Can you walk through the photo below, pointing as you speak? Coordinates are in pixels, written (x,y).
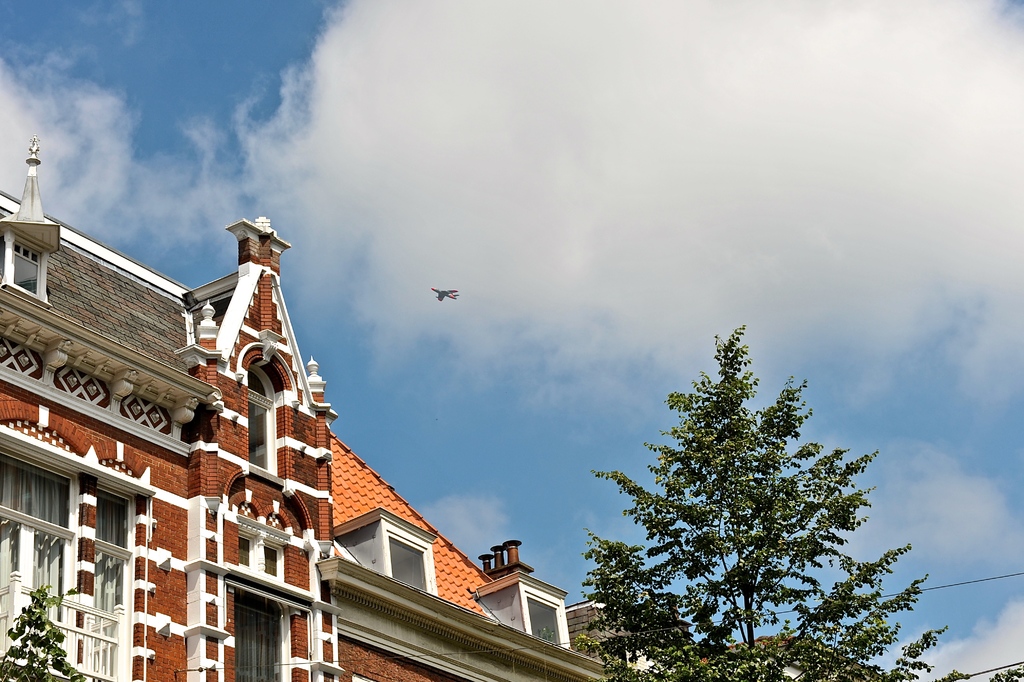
In this image I can see the building (154,515) which is in white and brown color. In-front of the building (178,502) I can see trees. In the background (421,302) I can see an aircraft (452,294), clouds (406,304) and the sky (437,454).
